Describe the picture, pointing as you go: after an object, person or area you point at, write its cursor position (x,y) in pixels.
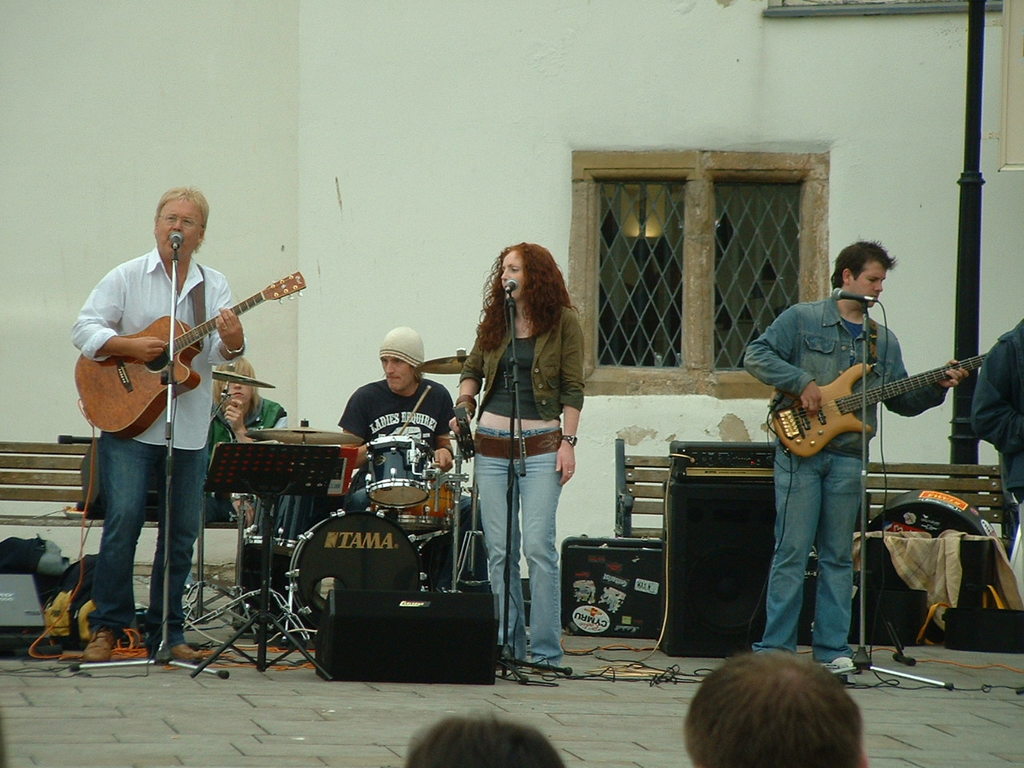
There are a group of people (1000,419) who are at a place with some musical instruments (338,577) among them three are standing in front of the mics (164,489) and two are holding the guitars (791,403) and the other guy (426,399) is sitting and playing an instrument (427,436) and there is a window (653,194) behind them.
